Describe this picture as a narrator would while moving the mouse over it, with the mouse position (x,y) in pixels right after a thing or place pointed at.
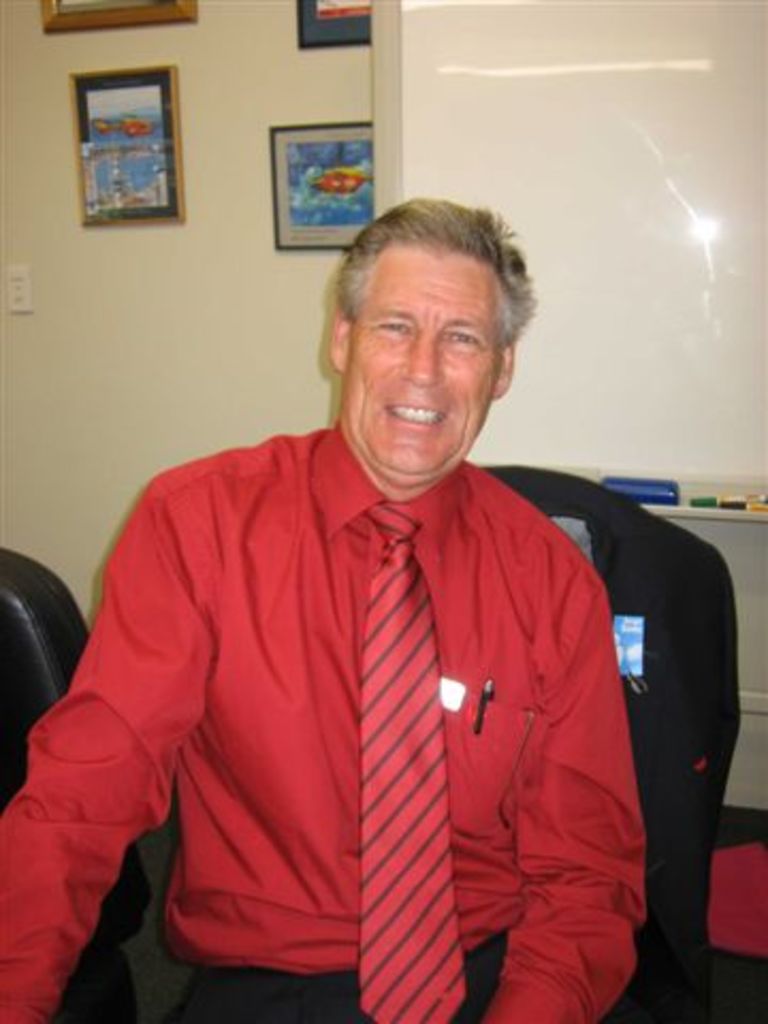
In this image I can see a person (453,587) and there are some frames (294,152) attached to the wall (236,204).
